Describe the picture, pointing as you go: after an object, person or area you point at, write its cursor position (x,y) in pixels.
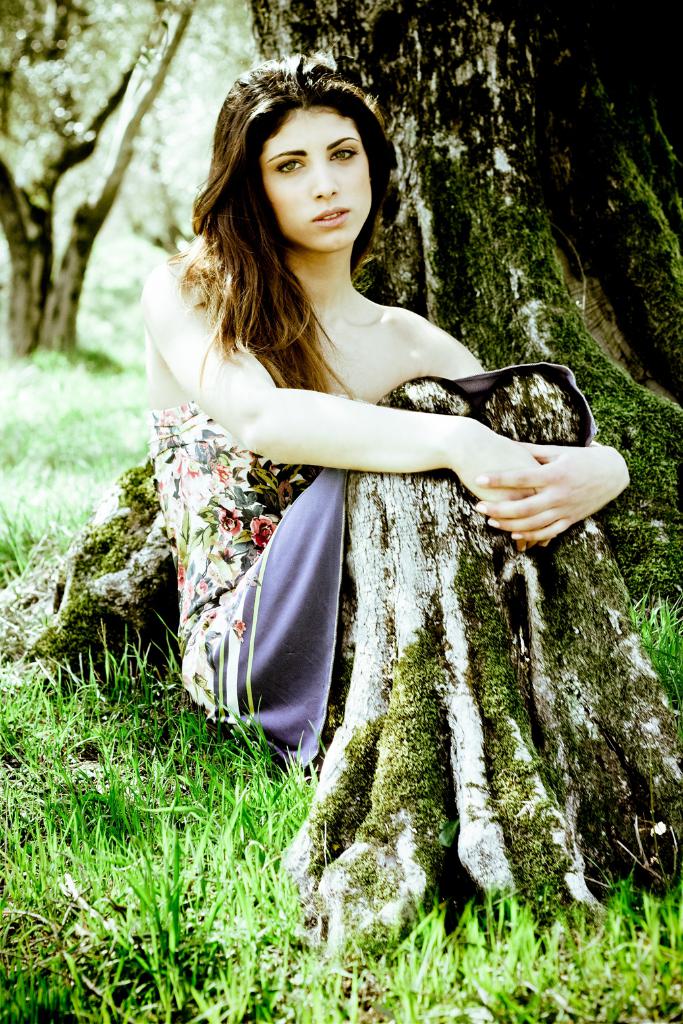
In this picture I can see a woman (311,351) sitting on the grass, behind there are some trees (416,169).
